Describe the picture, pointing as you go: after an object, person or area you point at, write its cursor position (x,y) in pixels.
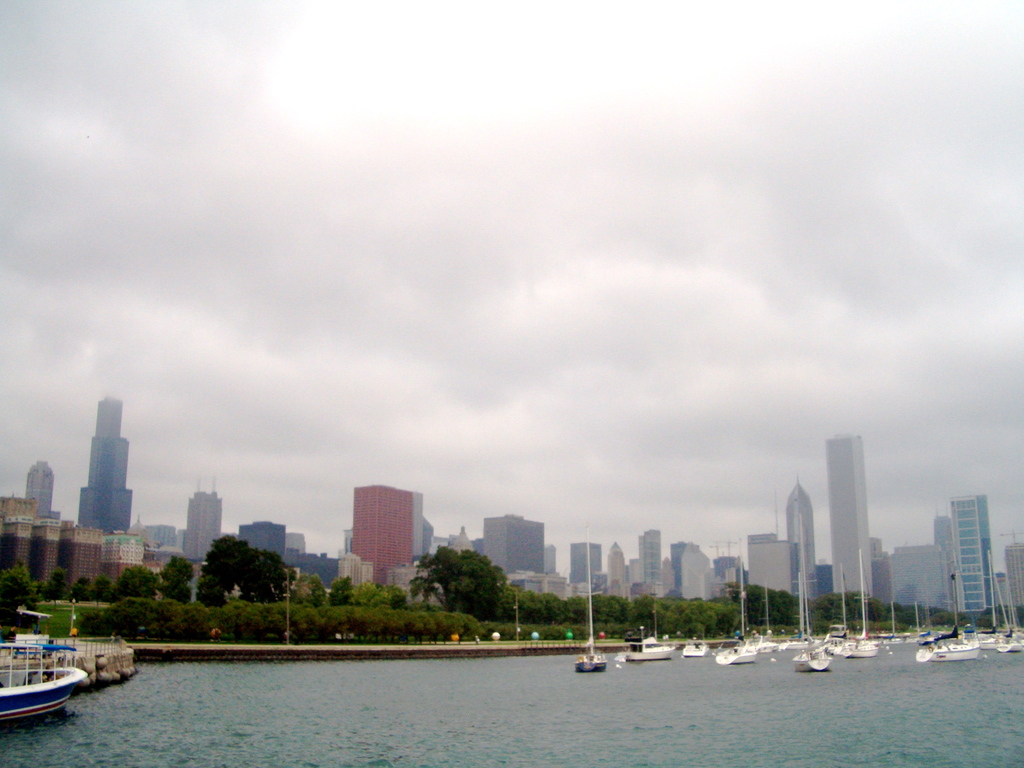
In this picture I can see some boats (830,656) on the water surface (540,677), behind there are some trees (357,599) and buildings (355,559).
